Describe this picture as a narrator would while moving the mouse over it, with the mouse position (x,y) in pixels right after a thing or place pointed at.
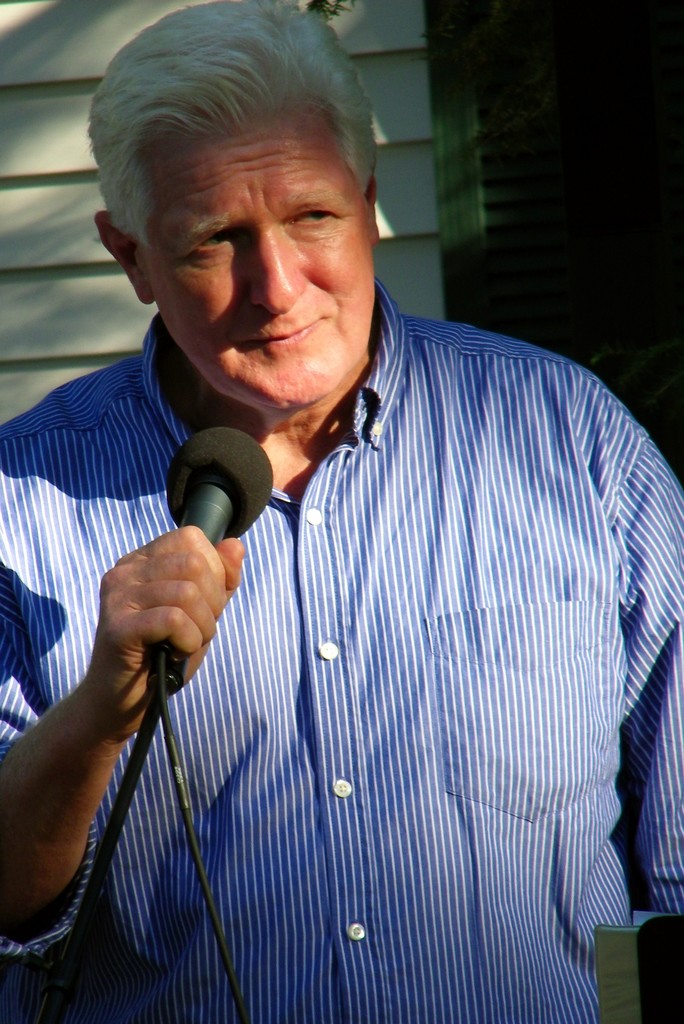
In this picture there is a man (42,731) holding a microphone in his right hand (148,643) and smiling.
